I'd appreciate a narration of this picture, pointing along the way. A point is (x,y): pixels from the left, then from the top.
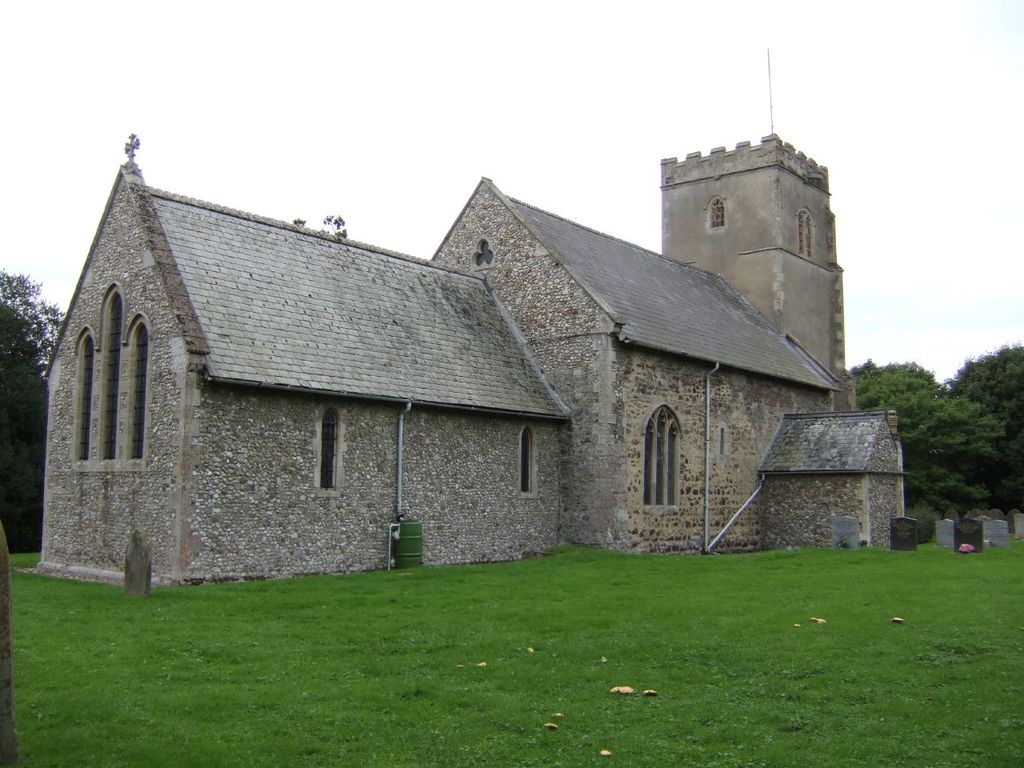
This is grass (542,577) and there is a church (601,388). In the background (41,274) we can see trees (985,494) and sky (642,30).
